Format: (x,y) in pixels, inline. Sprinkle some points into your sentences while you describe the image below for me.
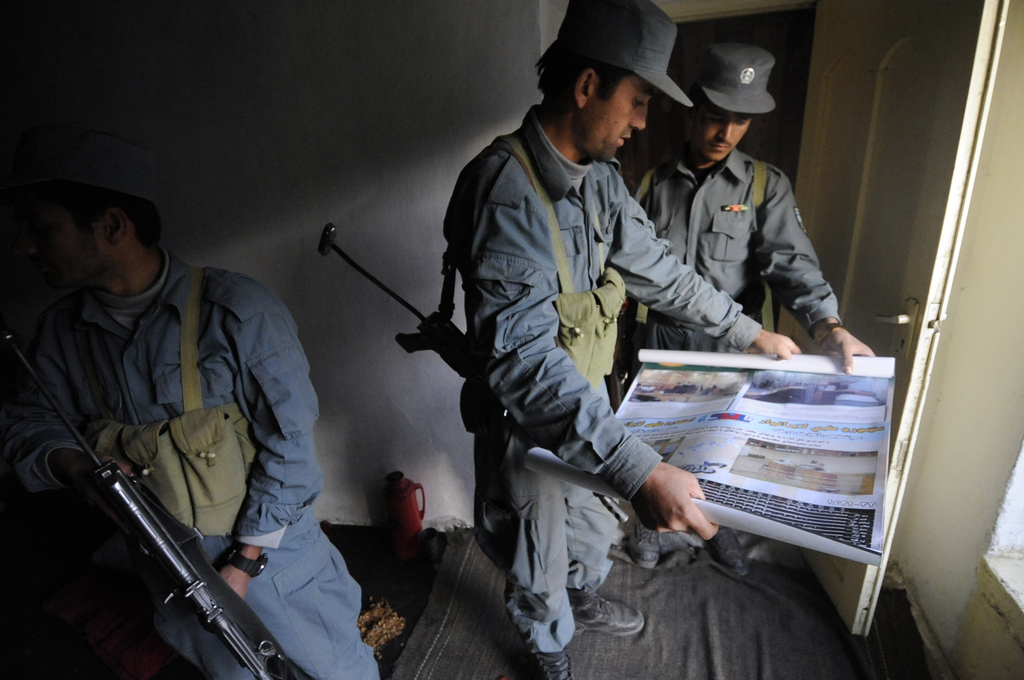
This picture shows the inner view of a room (307,57), two men (747,234) with caps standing near the door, holding a chart (785,370) with text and images (787,386). There is one man (80,280) with cap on the left side of the image (324,603) holding a gun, two carpets (416,589) on the floor (439,622) some objects (390,612) on the carpet (412,639), one red object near the white wall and one man (687,476) in the middle of the image (663,295) wearing a gun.
